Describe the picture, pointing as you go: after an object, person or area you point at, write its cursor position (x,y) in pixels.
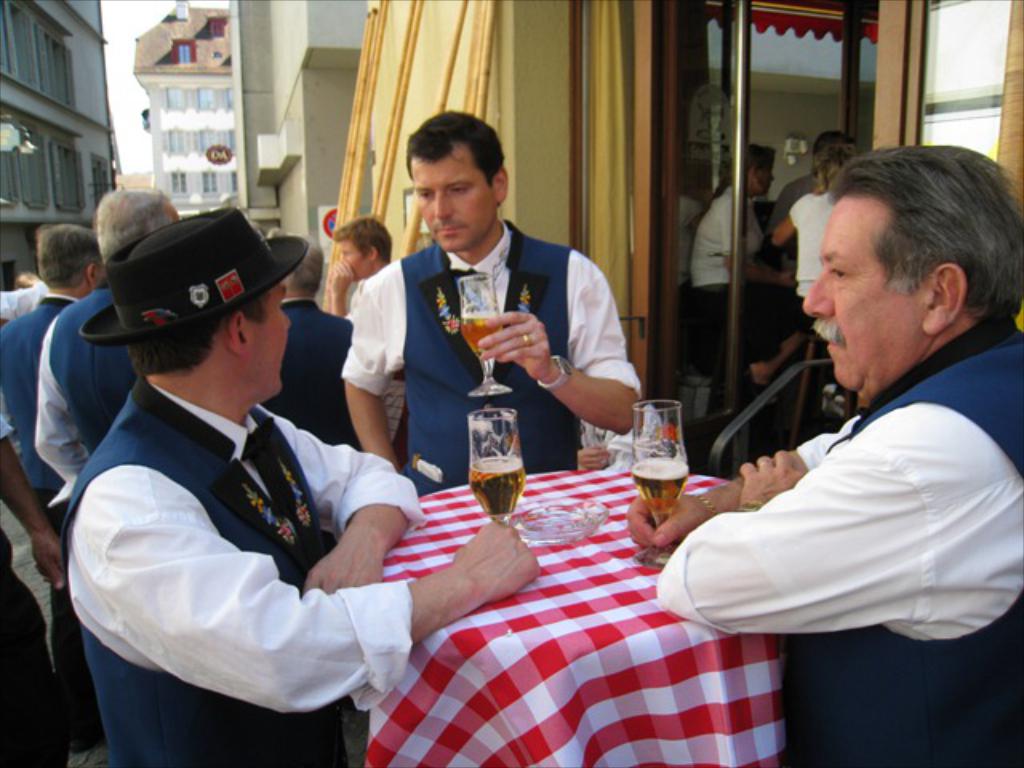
There are three people (683,518) standing in front of a table (550,628) and holding a wine glass (491,428) in their hands (485,343) and there are group of people (134,217) and buildings (163,148) behind them.
